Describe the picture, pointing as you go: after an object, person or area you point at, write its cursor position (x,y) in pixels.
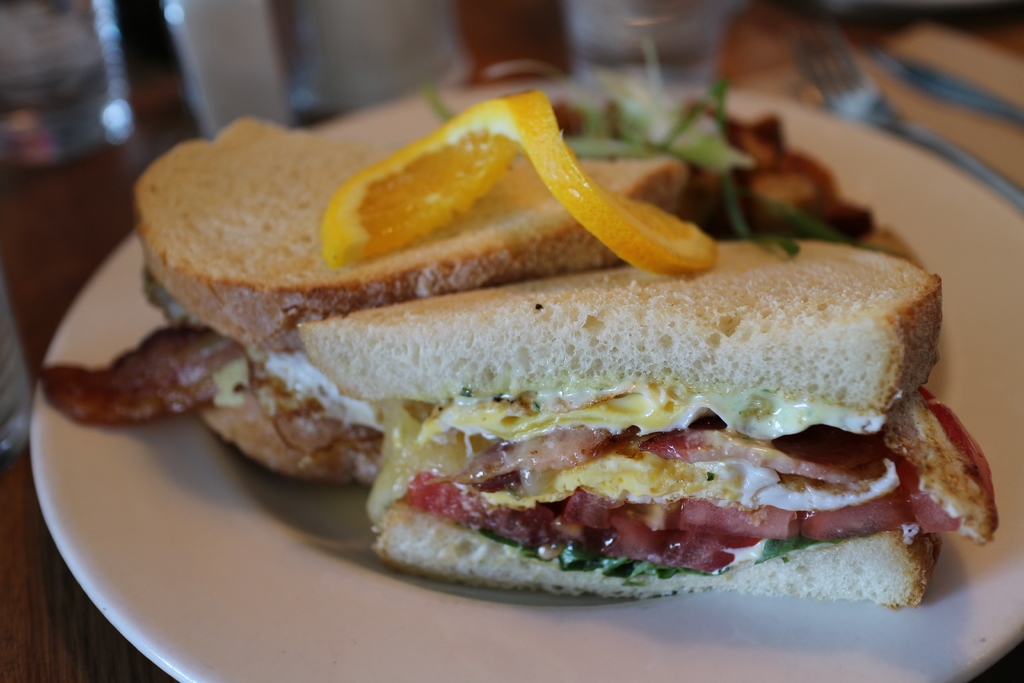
It is a zoom in picture of a bread food item (497,479) and also an orange piece (432,227) placed in a white plate (284,613). And the plate (276,631) is placed on the wooden surface (46,628). There are also bottles (41,121) and fork (860,90) on the table (736,31).
